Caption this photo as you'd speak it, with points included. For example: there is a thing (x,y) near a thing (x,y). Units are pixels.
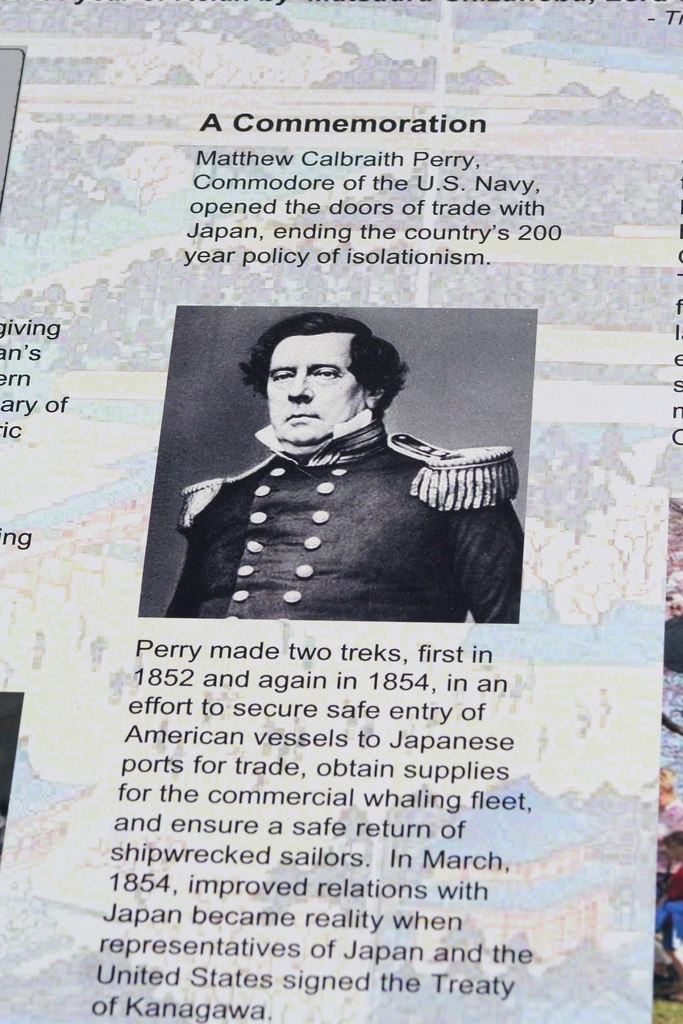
In the image we can see the poster (219,561), on the poster (230,532) we can see the picture (339,504) of the man (377,536) and the text (231,728).
